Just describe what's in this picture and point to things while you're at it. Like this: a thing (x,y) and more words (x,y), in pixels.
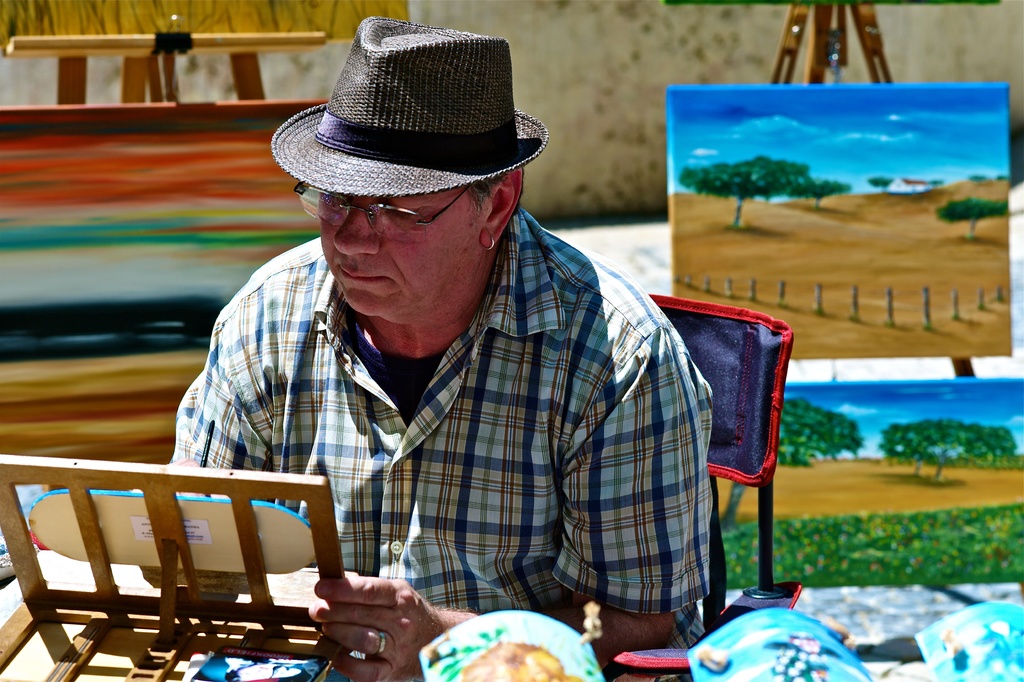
In this image, we can see a person (489,430) sitting on the chair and wearing glasses (364,207) and a hat (394,190) and holding an object (172,596). In the background (742,239), there are boards (680,100) and we can see painting (793,483) on them. At the bottom (525,627), there are some other objects (514,644).
